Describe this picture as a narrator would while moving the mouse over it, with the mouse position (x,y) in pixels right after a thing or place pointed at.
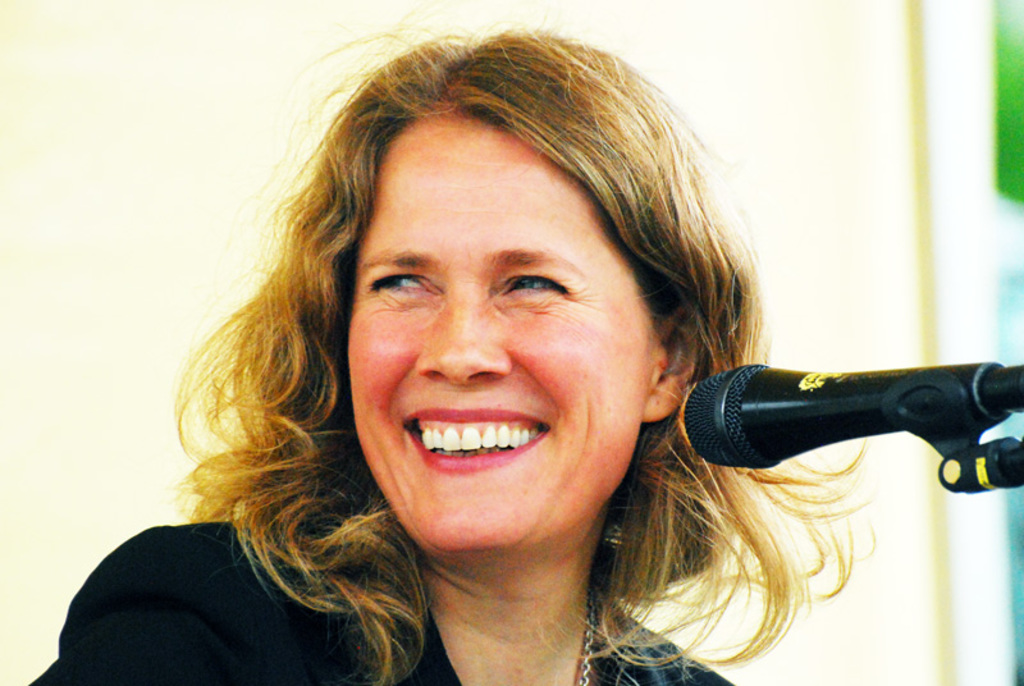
In the middle of the image (538,300) there is a microphone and a woman (580,585) is smiling. Behind her there is a wall (41,174).
